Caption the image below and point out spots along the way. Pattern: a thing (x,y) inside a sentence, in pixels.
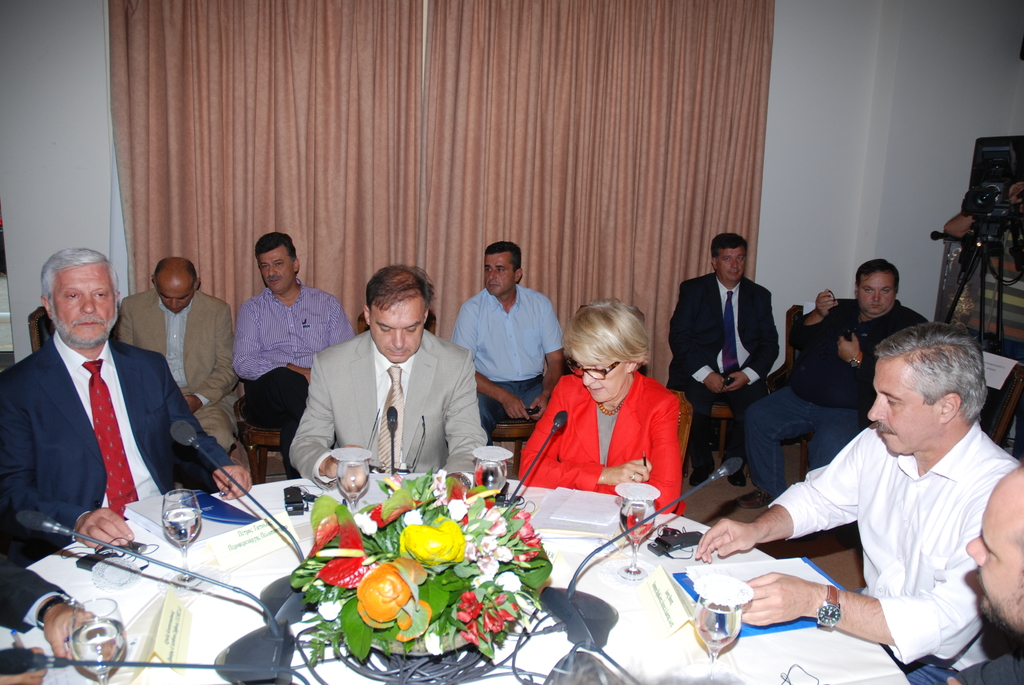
This picture is clicked inside the room (658,621). In the center (368,436) there is a white color table (27,633) on the top of which a flower vase (440,588), books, glasses (89,621) of water (108,627), microphones (29,658) and some other items (307,628) are placed and we can see the group of people (281,353) sitting on the chairs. In the background (663,306) we can see the wall (81,83), curtains (302,87) and some other objects (1001,251).
